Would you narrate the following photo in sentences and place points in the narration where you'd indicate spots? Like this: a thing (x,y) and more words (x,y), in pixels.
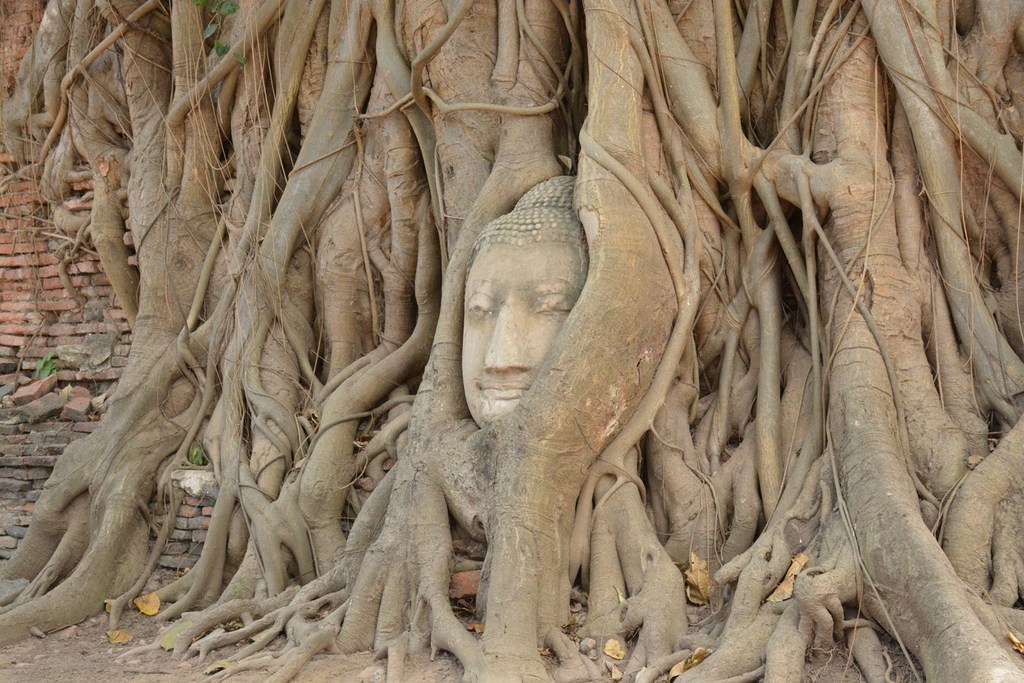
In this picture we can see a sculpture (581,263), wooden barks (596,188) and bricks (74,369).
